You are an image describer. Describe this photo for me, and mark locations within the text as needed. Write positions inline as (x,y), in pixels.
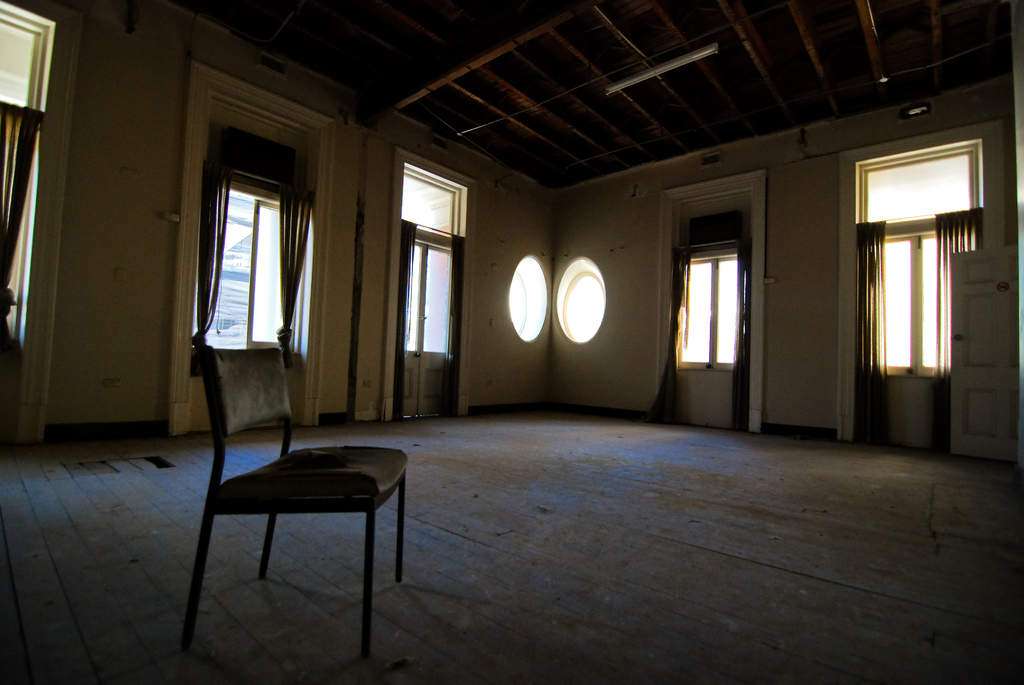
This picture describe about view of the hall (632,396). In the front (648,602) we can see a chair (215,392) is placed on the wooden flooring (552,607). Behind we can see white color doors (441,363) and windows (234,328) with curtains (288,252). Above we can see wooden roof top (572,140).
